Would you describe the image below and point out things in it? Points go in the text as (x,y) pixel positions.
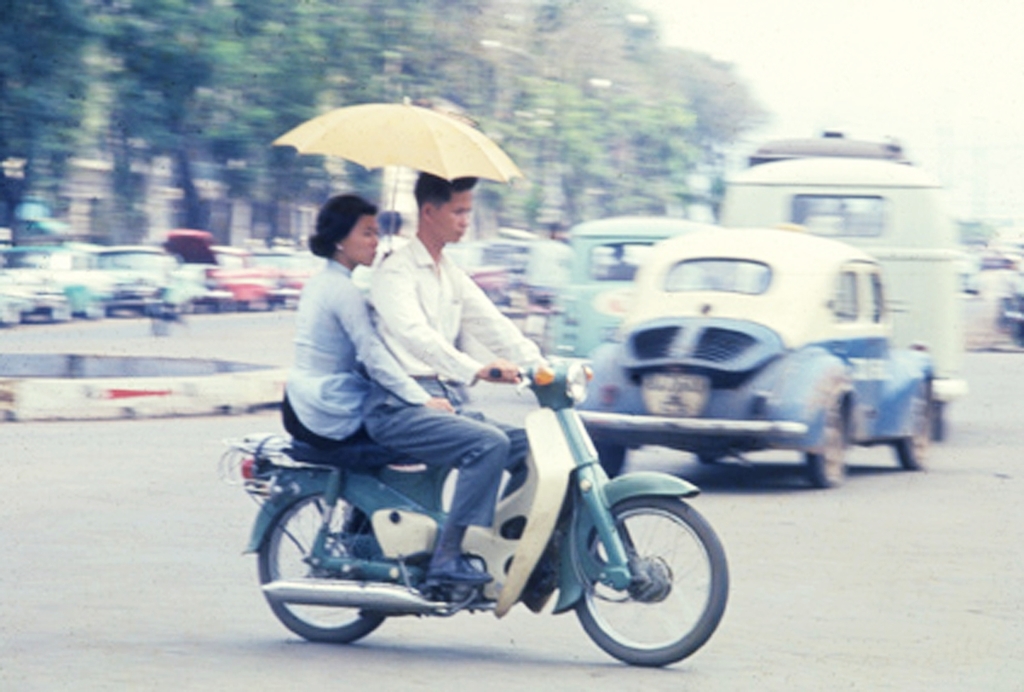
this a picture of a road (156,536) and there are the vehicles (589,268) on the road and there are some trees (373,33) visible on the background (412,25) there is a sky (855,23) visible on the middle (343,450) i can see two persons (415,450) riding on a motorbike (540,383). and a woman (369,215) holding a umbrella (364,142).
